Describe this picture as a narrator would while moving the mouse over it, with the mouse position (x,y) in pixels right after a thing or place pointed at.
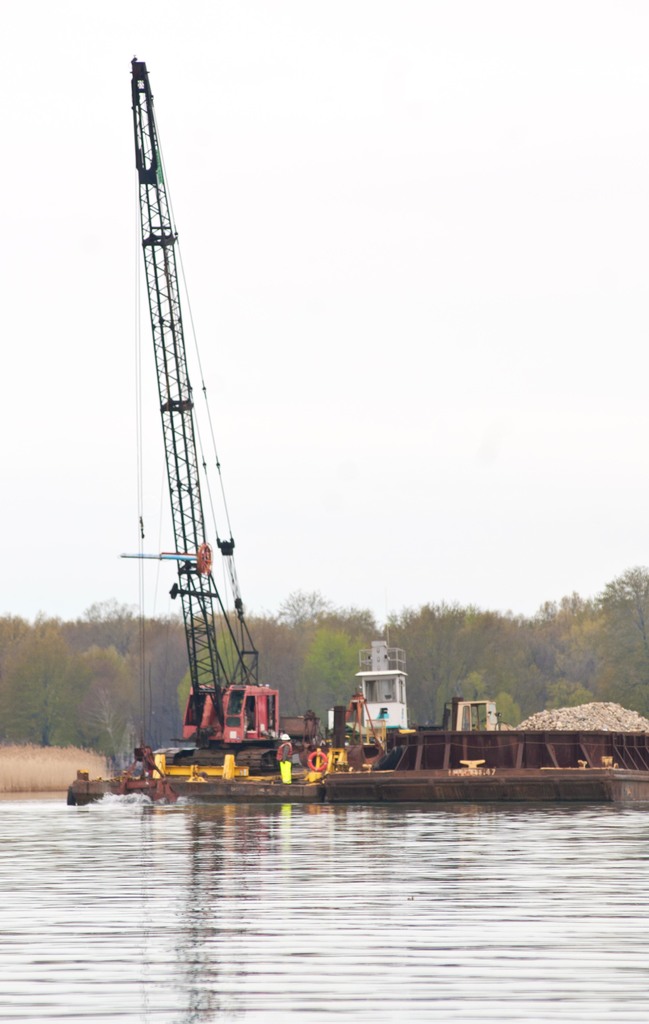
In this image we can see the lake (338,833). And we can see crane vessels (198,758), And we can see vessels (420,783) floating on the lake (138,826). And lifting heavy loads (138,777). And we can see a sky (324,122). And we can see trees (574,638).
